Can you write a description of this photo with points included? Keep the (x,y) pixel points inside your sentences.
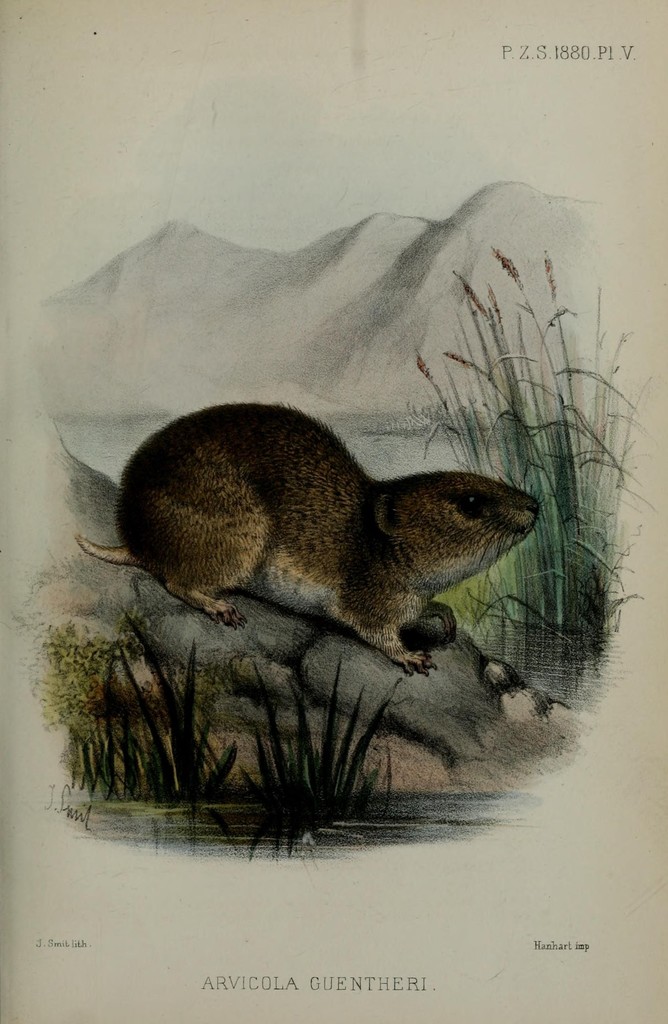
In this image I can see it looks like a painting, in the middle (341,573) it looks like a rat (373,558). At the bottom (370,818) there is water (318,819), at the back side (424,294) there are hills (446,304), on the right side (567,351) there are plants (597,417). At the bottom (386,976) there is the text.
